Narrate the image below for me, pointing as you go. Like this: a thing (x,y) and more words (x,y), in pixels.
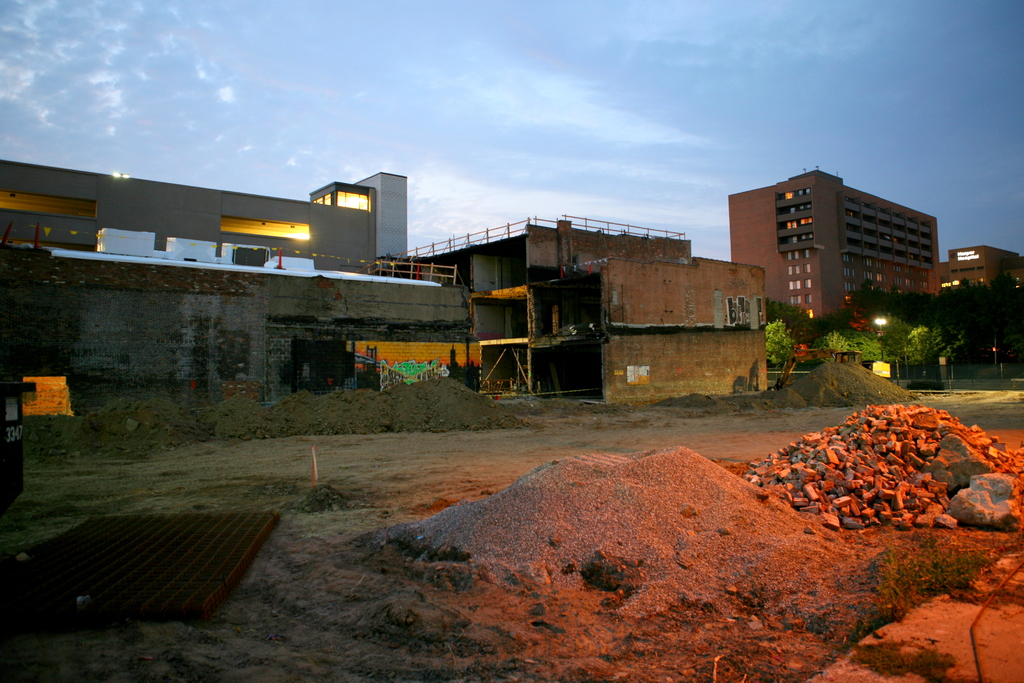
In this picture we can see few buildings (525,352), lights (810,314), trees (850,339) and a vehicle (854,358), on the right side of the image (964,513) we can find few rocks (874,413).
